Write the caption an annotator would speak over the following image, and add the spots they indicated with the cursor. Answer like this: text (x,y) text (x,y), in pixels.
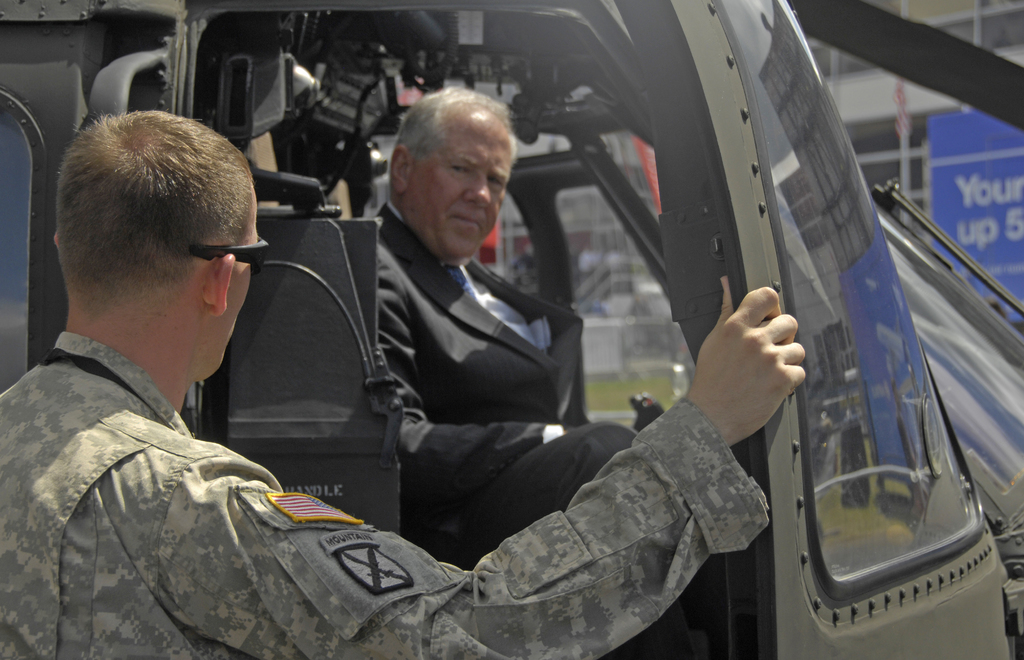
In this picture we can see two people (238,533), vehicles (305,490) and in the background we can see a building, poster (966,175), fence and some objects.
